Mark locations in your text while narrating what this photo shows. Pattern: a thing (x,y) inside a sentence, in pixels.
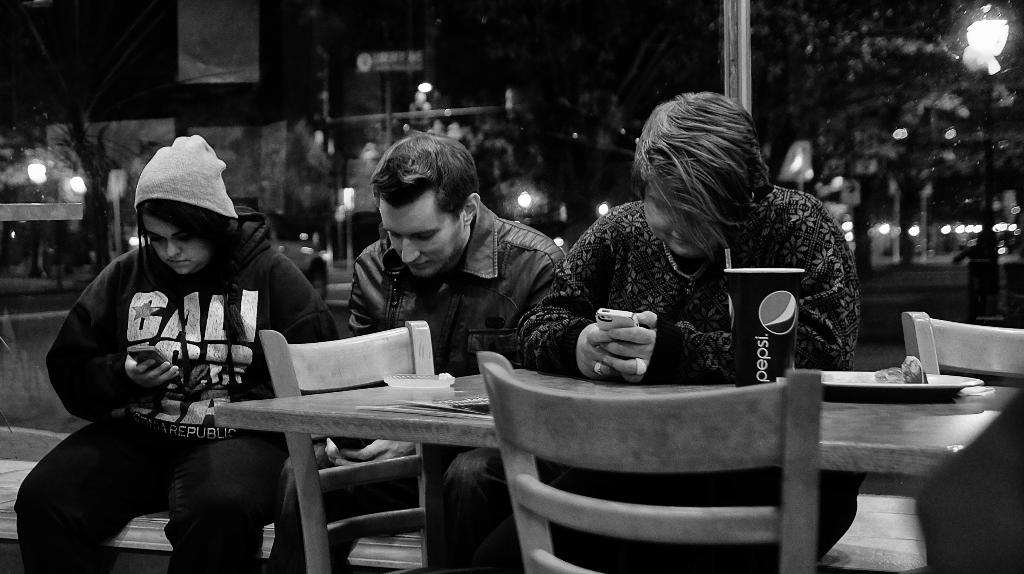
In this image there are three people (501,348) sitting on a bench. In the middle (547,379) there is a table (864,406) on that there is a plate (875,386) and cup (759,313). In the background (748,77) there is a pole (740,62), light (982,51), trees (841,84).
